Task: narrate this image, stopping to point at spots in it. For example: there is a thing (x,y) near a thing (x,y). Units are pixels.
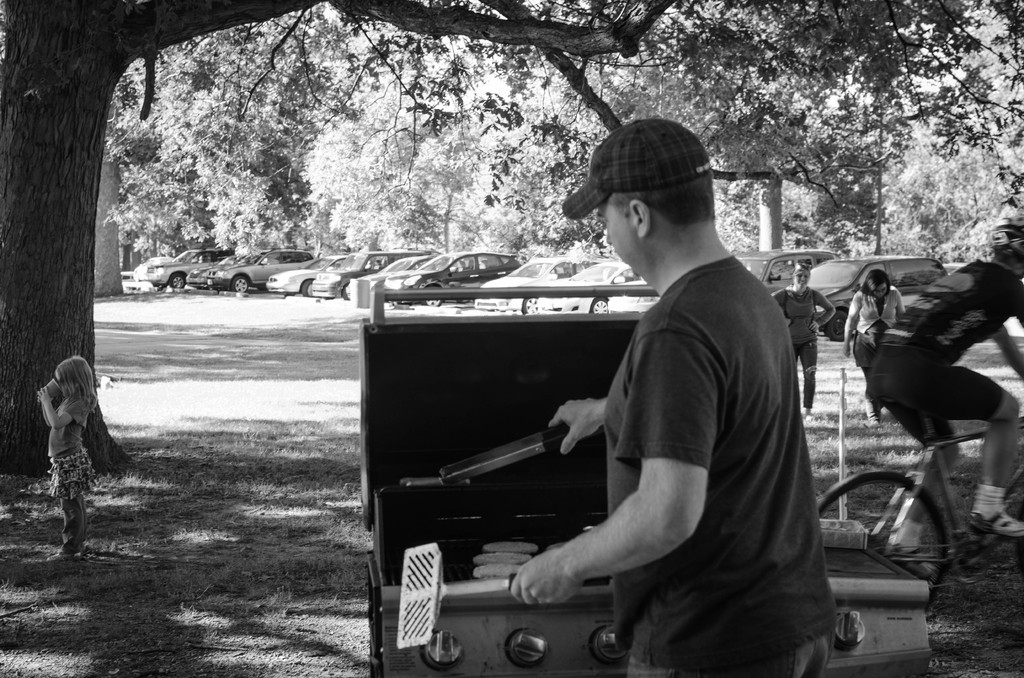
In this image in the center (578,425) there is a man (699,539) standing and preparing food (509,543). In the background (790,298) there are persons (805,301) and there are cars (375,263), trees (464,140). On the right side (910,403) there is a person (919,392) riding a bicycle (908,494).
